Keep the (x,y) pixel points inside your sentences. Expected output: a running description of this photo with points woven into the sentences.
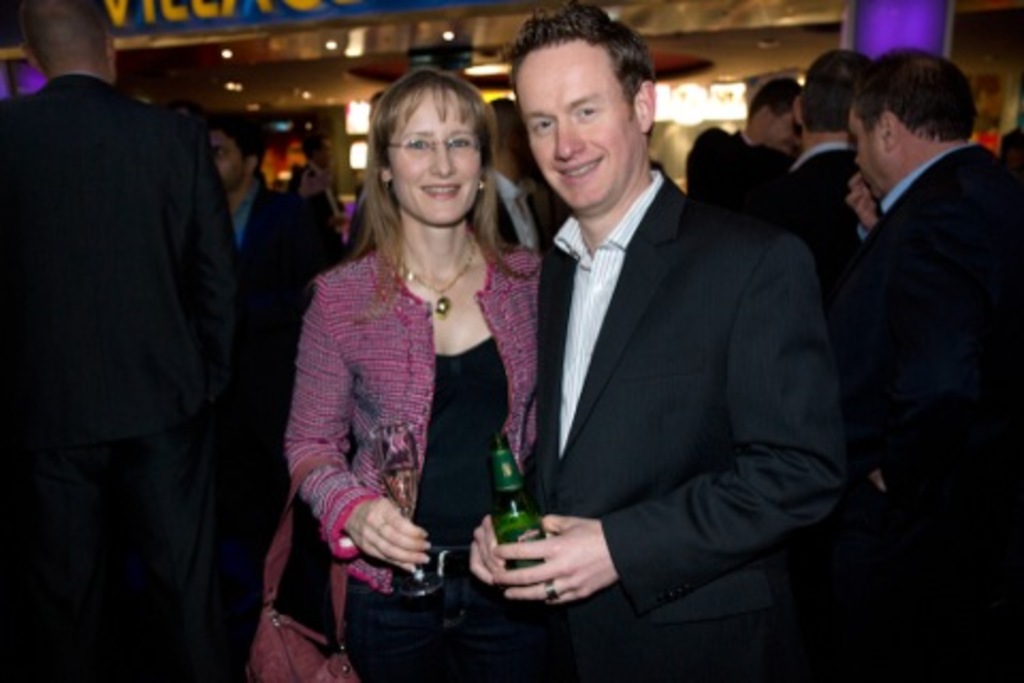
This picture consists of a woman (363,339) and man (701,224) in the foreground (324,386), they both are smiling and they both are holding drinks (405,471) and in the background (867,147) I can see group of peoples (808,162) and lights (335,49).
